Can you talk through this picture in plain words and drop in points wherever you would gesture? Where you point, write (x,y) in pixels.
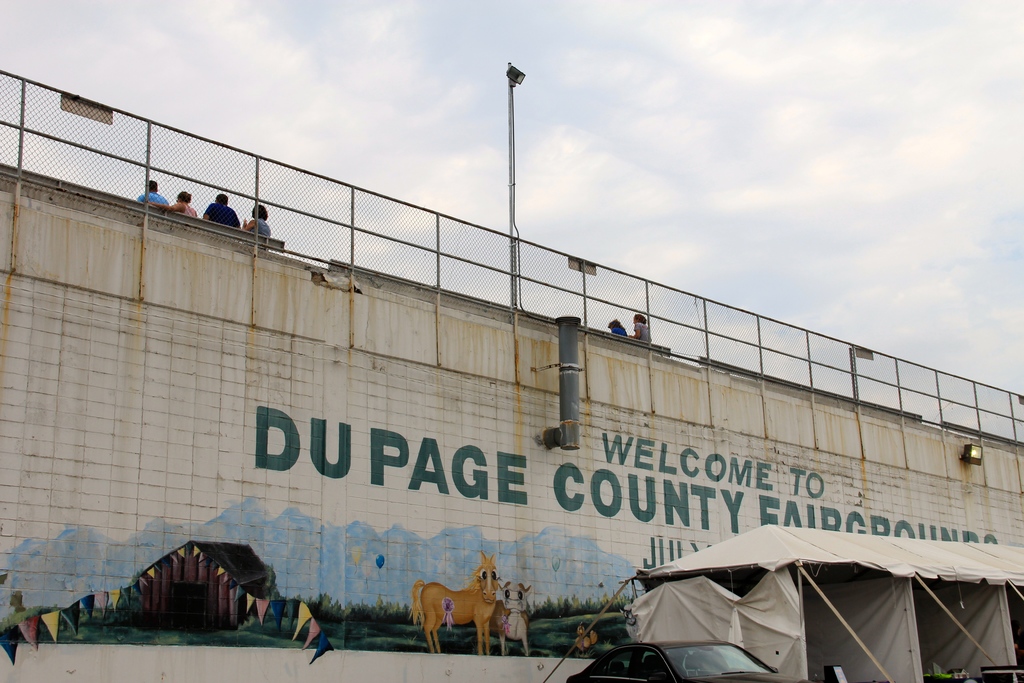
In this image we can see tents (1011,583), a car (778,679) parked here, the wall (9,667) on which we can see some paint (206,556), we can see fence (276,205), a few people (139,196) here, light pole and the sky (628,201) with clouds (481,48) in the background (531,187).
